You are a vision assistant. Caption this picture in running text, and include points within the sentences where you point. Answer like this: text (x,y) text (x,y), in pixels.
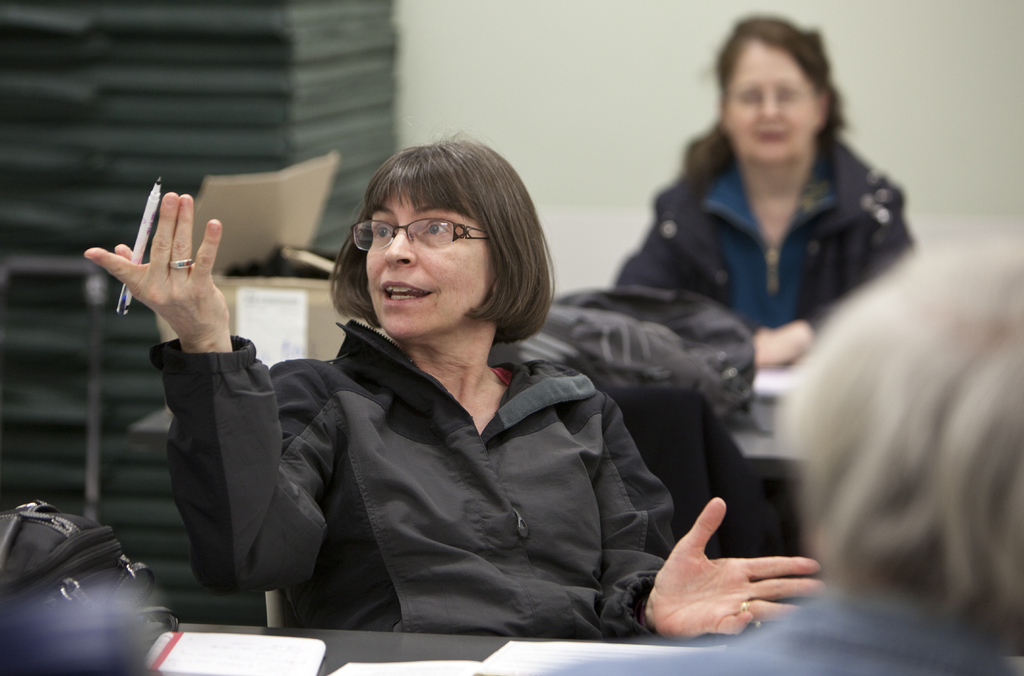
Here a woman (503,160) is showing her hand (185,341) she wore a black color coat (483,452) behind her, there is another woman (792,201) sitting, she wore a coat (828,247).
